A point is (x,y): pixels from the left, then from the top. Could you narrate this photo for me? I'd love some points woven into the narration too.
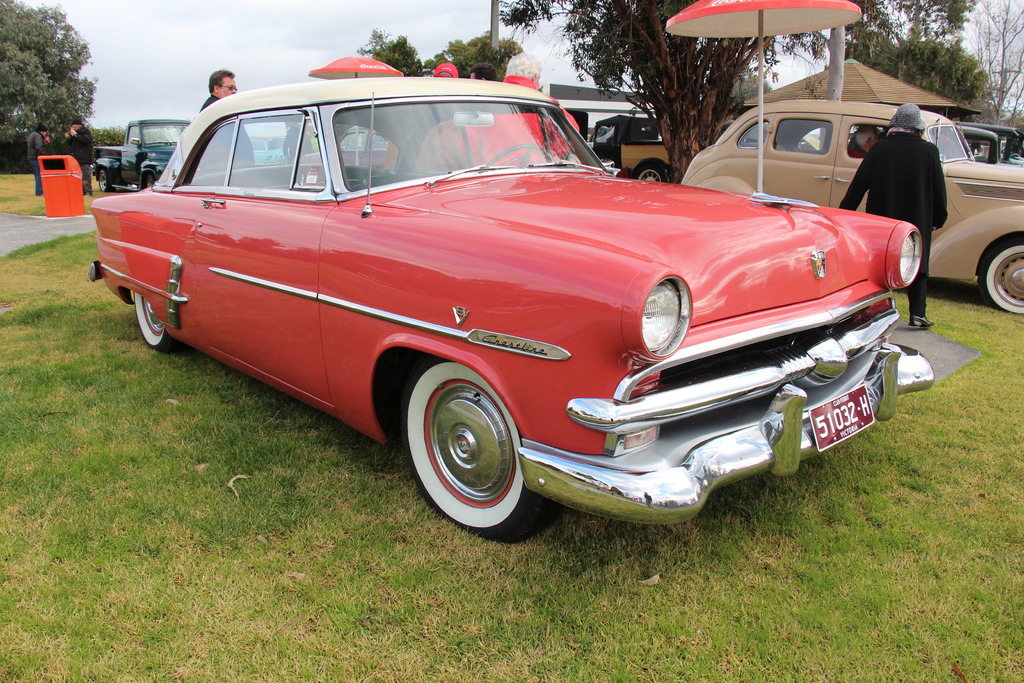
In this picture, we can see a few vehicles (617,208), a few people (856,157), ground (458,585) with grass (91,369), poles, umbrella (743,10), trees (26,149), path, trash bin (79,203), and the sky (274,54).
